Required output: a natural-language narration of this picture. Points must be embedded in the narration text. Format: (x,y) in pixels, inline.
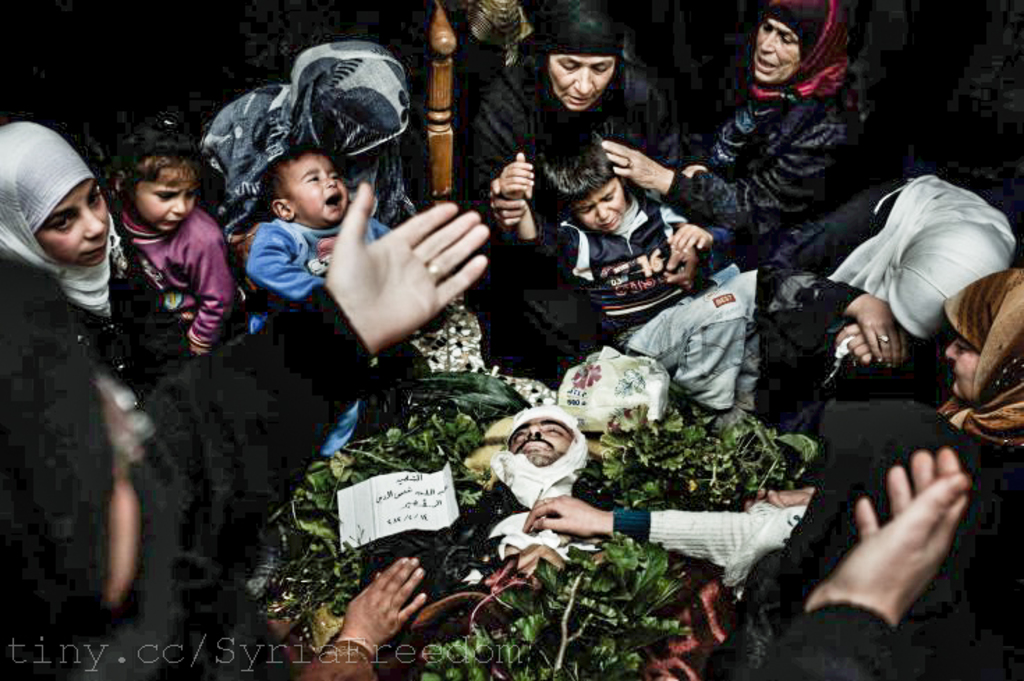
In this image I can see number of women (732,226), few children (153,147) and a man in the centre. I can also see green colour leaves (497,680) and a white colour thing (446,485) near him. On the bottom left side of this image (17,650) I can see a watermark (59,645). I can also see most of them are wearing black colour dress (988,502).
